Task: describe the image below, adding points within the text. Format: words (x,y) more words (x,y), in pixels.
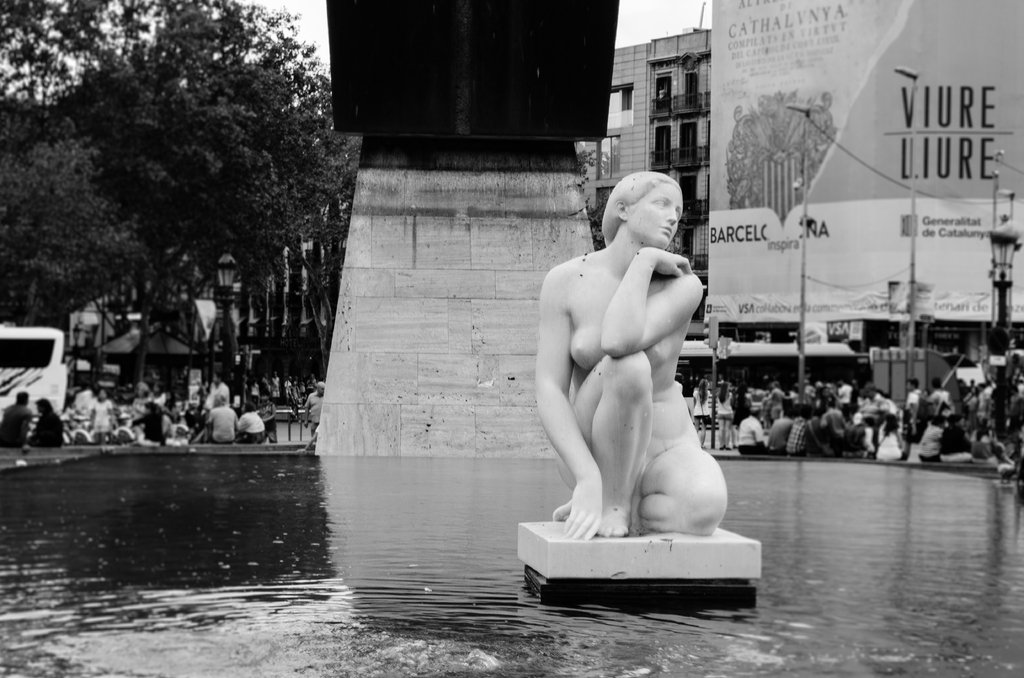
In this image in the center (665,310) there is one statue (645,348) and in the background (848,428) there are some people (294,386) who are sitting, and at the bottom (247,582) there is a fountain (895,506) and in the background (712,245) there are some buildings (688,145), trees (113,196), poles (1001,311) and some boards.
